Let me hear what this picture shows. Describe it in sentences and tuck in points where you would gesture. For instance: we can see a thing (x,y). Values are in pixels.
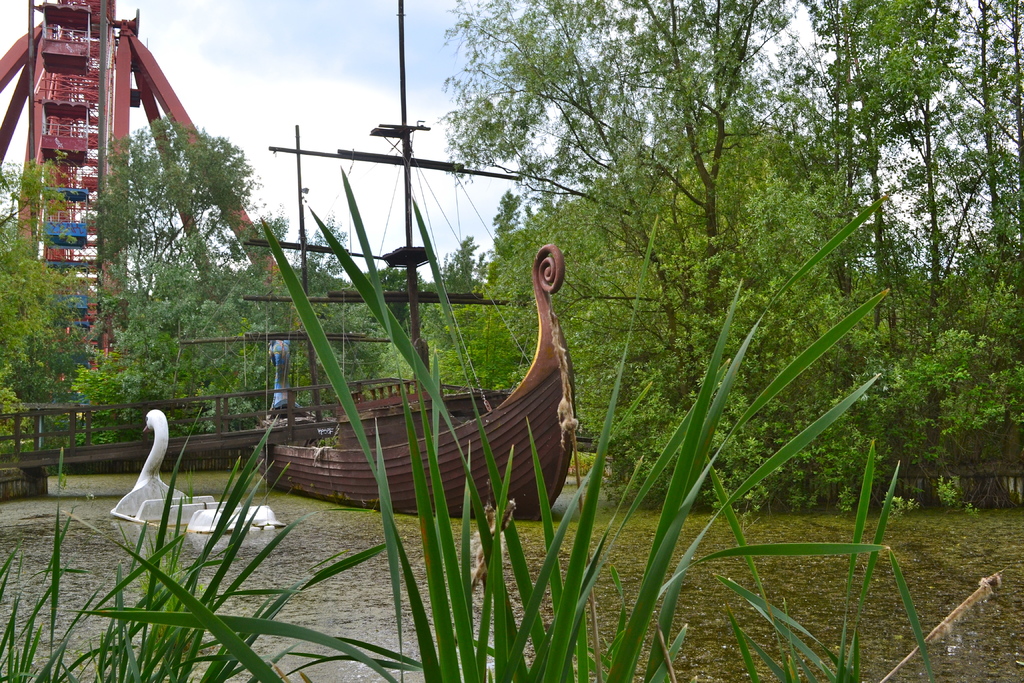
There is grass (387,538) in the foreground area of the image (435,502) and there are boats (346,467) on the water surface (373,531), it seems like Ferris wheel (188,116), trees (190,156) wires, pole (298,183) and sky (411,111) in the background area (525,147).
